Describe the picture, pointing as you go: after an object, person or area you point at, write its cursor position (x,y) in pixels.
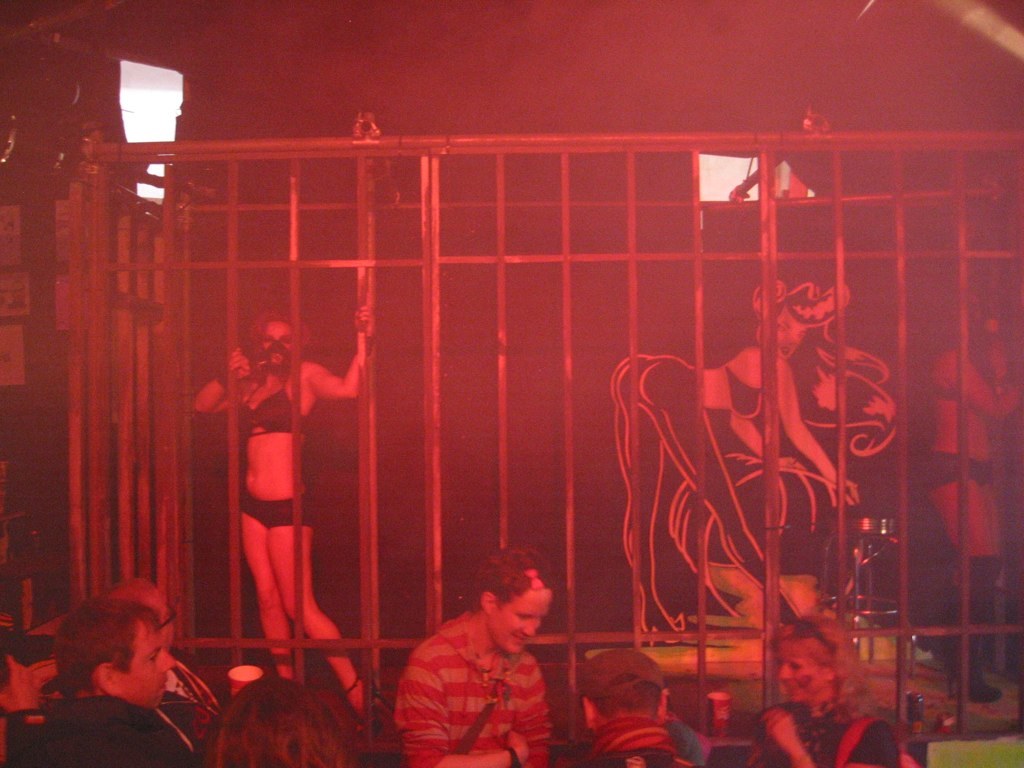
In this picture I can see there is a woman (286,499) standing here and there is a curtain (194,571) in the backdrop (194,571), it has a woman picture (671,362) printed on it. There are few people (533,744) standing here and they are smiling.
